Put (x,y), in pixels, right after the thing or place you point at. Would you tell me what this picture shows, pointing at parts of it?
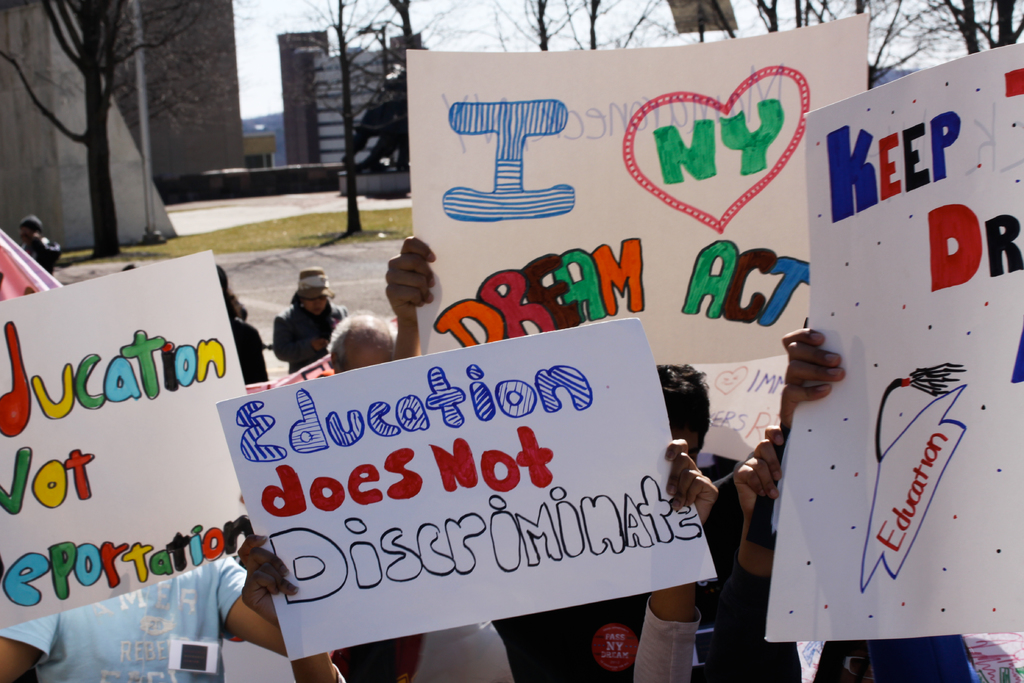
In this image we can see a group of people (683,461) standing. In that some are holding the boards (352,564) with some text (315,502) on it. On the backside (115,135) we can see a group of trees (106,148), some buildings (125,124), grass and the sky (257,69) which looks cloudy.
